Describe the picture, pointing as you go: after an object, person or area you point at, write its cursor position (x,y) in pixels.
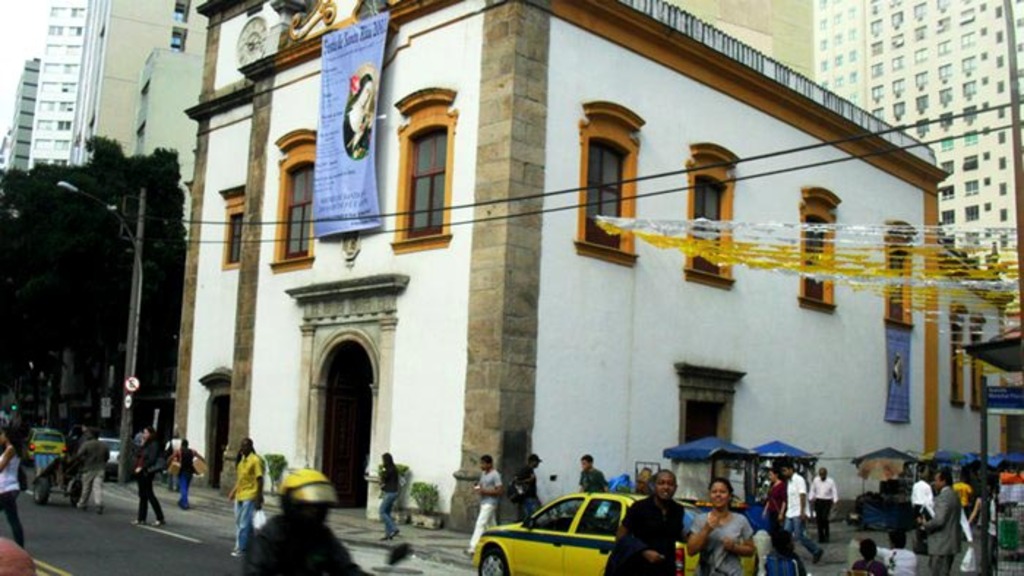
In this image we can see people (281,556), cars (590,568), plants (402,475), poles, trees (107,371), stalls (751,465), banners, boards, decorative objects (881,253), and buildings (771,376). Here we can see a road (144,550).
